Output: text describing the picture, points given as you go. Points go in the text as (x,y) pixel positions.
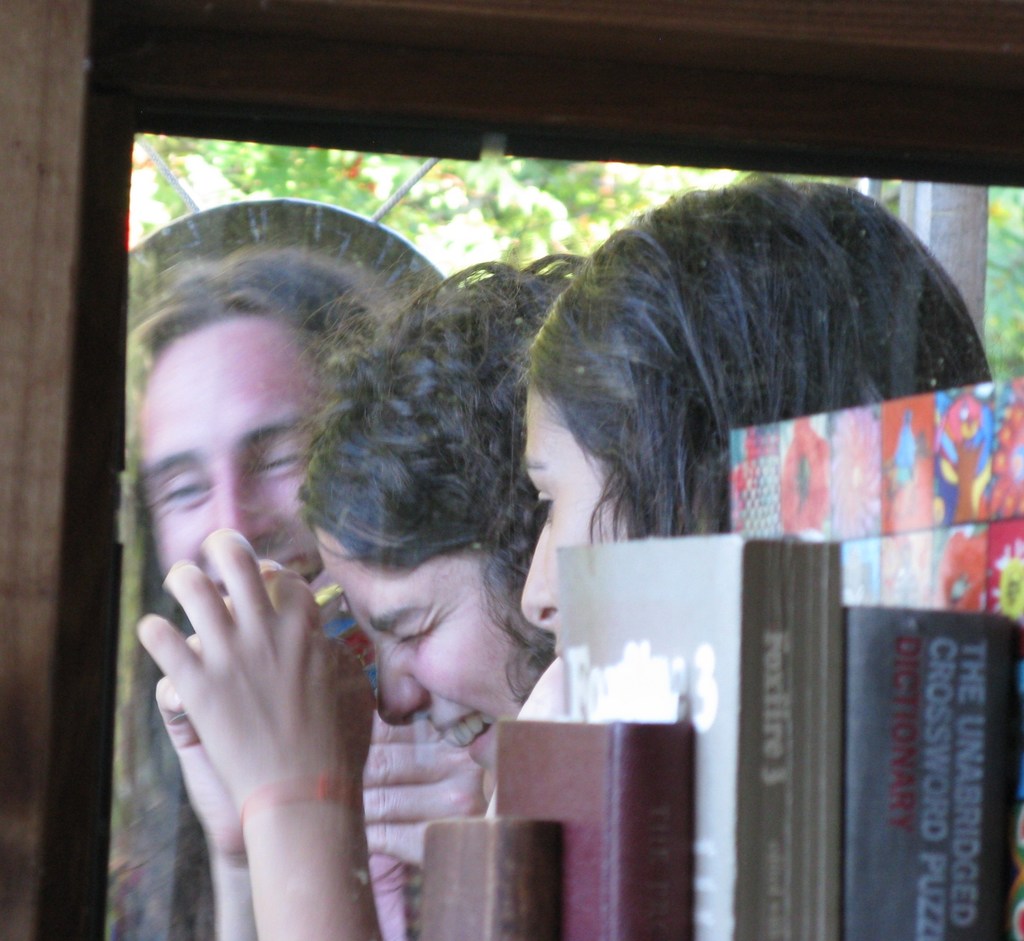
In this image I see 3 persons (447,370) in which these both of them are smiling and I see few books (754,748) over here and I see something on these 2 books (849,765) and I see the brown color thing (346,77) over here.
